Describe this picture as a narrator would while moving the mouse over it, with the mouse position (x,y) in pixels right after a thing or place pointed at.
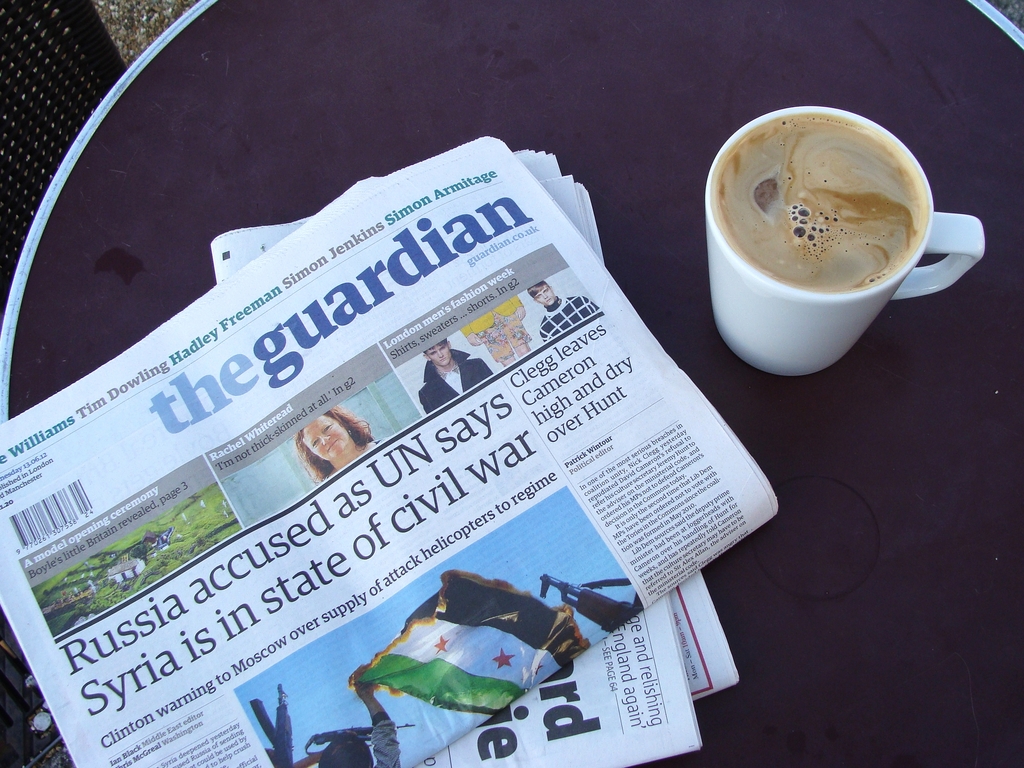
In this image I can see there are few newspapers (363,426) and a coffee mug (819,233) placed on the table (949,111) and there is a chair (19,111) at left side (10,63).
